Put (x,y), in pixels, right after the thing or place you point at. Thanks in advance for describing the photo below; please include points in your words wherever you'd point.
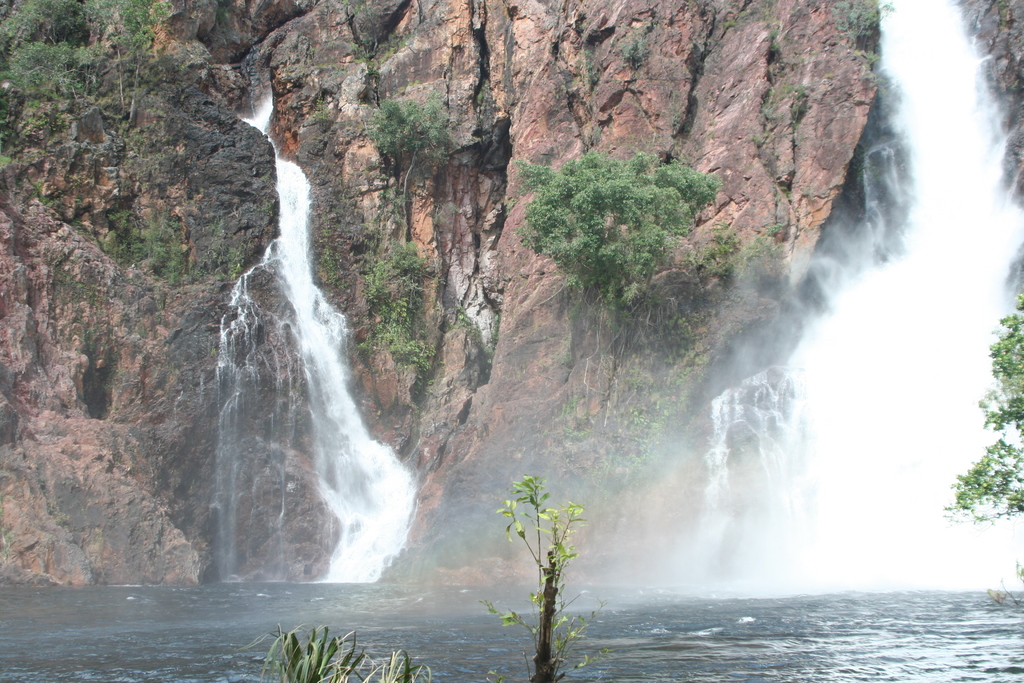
In the image we can see waterfall (792,358), trees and big rocks (411,198).
